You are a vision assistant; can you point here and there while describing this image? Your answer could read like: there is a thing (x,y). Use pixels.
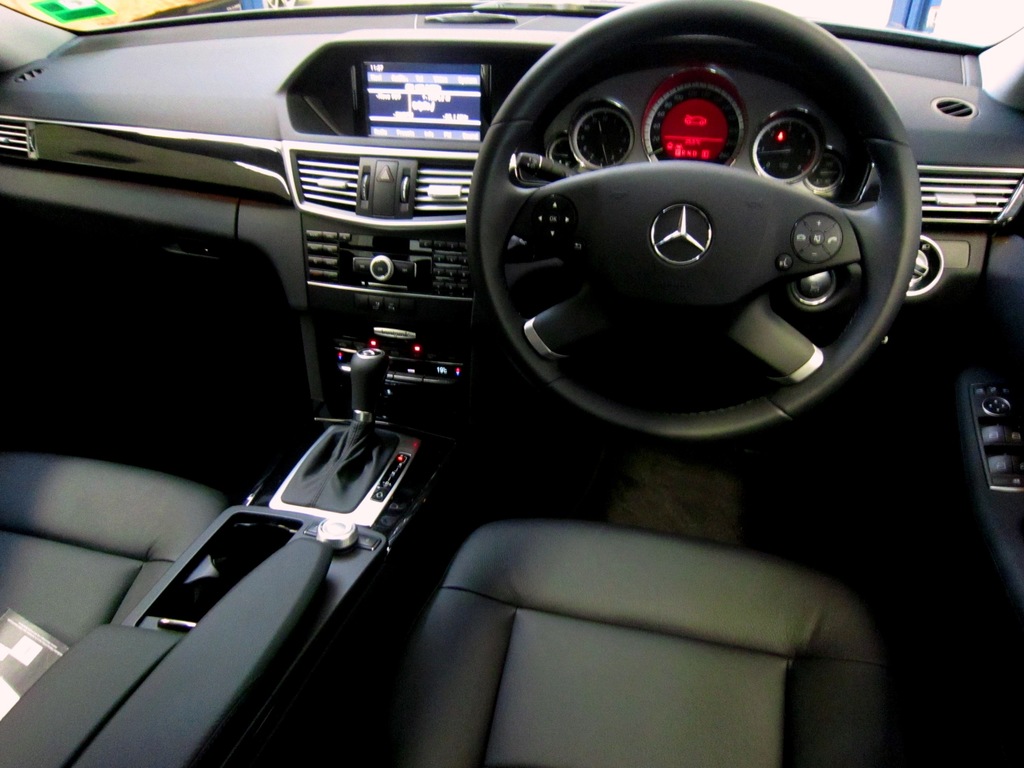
This image consists of a car (555,526). In the front (536,283), we can see a steering (555,350) along with the dashboard (449,200). And there is a music player (326,270) in the middle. At the bottom (588,708), there are seats (432,653).
